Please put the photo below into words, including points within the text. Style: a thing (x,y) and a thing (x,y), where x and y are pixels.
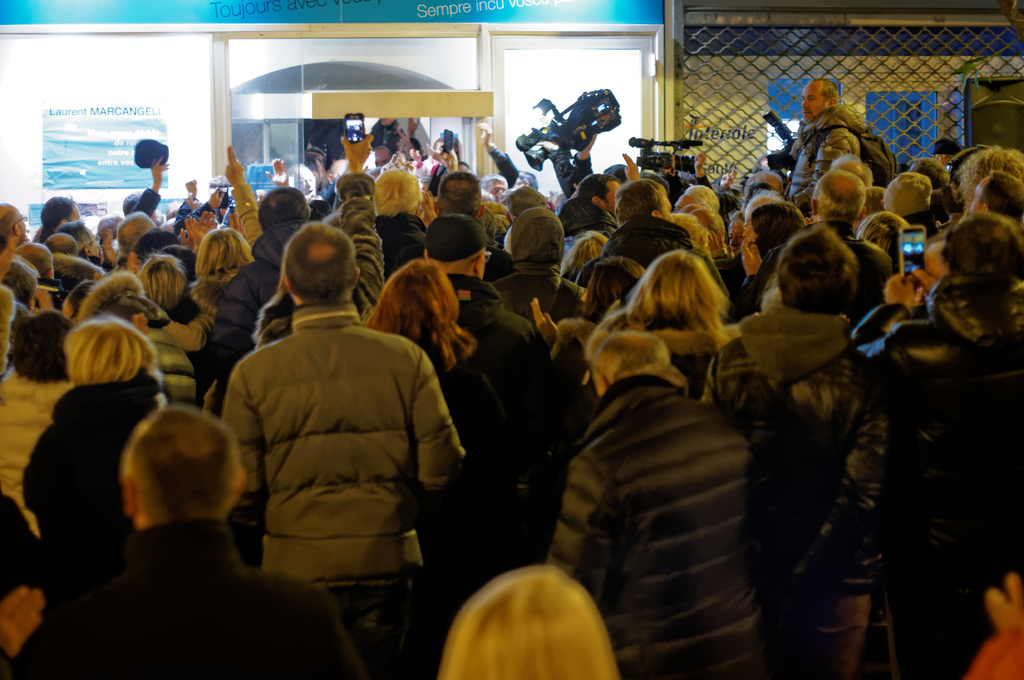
In the foreground of this image (502,349), there are people (744,297) standing wearing coats (762,431) few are holding cameras (575,144) and few (360,137) are holding mobile phones (356,124). In the background (762,67), there is a metal mesh (762,61), glass wall (442,71) and an entrance (437,135).
